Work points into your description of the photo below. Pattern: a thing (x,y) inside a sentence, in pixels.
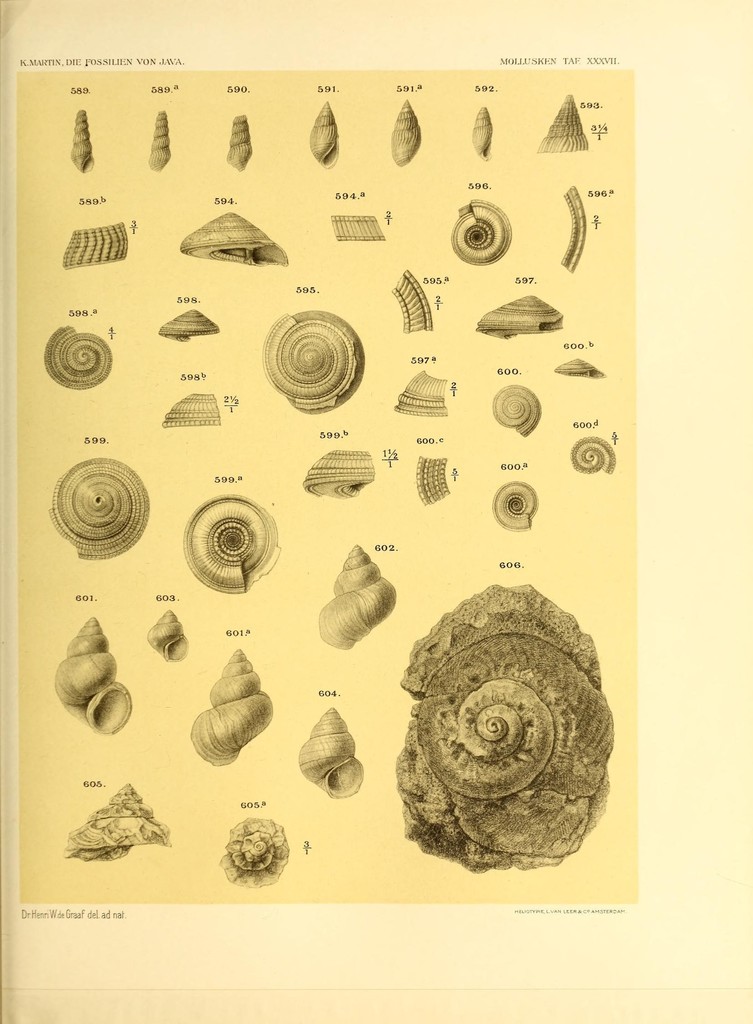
In this image we can see pictures (256,685) of different kinds of shells (315,147) on the paper (549,423).
